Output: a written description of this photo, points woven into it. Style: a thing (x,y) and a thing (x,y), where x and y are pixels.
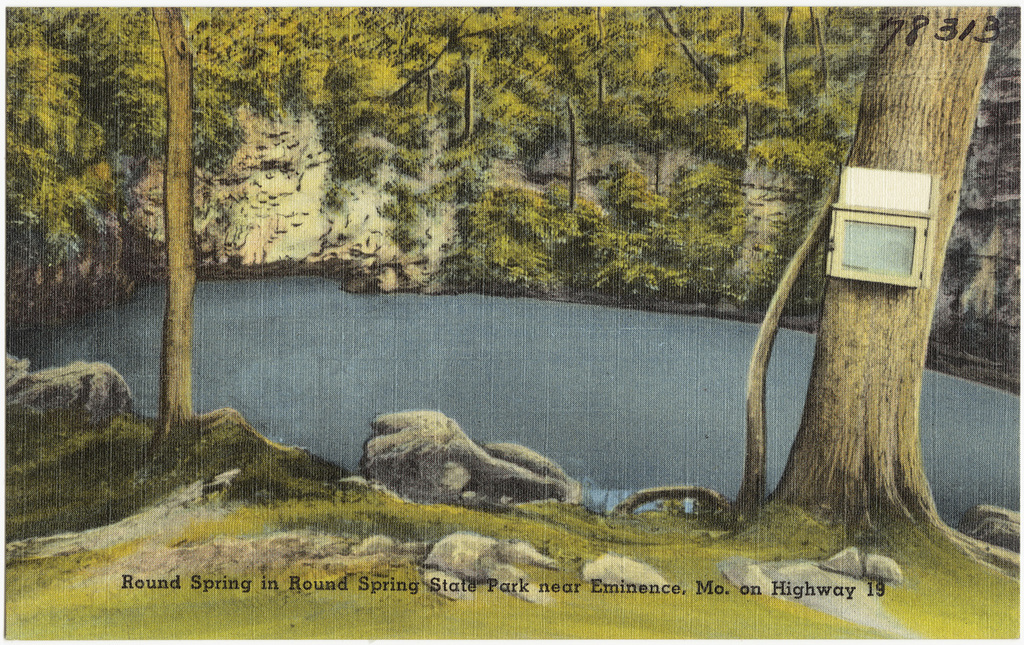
In this image we can see the pond (631,445). Here we can see the rocks (79,370) on the side of the pond (245,287). Here we can see the trunk (186,295) of trees (182,277) on the left side (190,261) and the right side (903,406) as well. In the background (733,147), we can see the trees (727,145). Here we can see the post box (883,254) on the trunk (902,313) of a tree (862,102).
